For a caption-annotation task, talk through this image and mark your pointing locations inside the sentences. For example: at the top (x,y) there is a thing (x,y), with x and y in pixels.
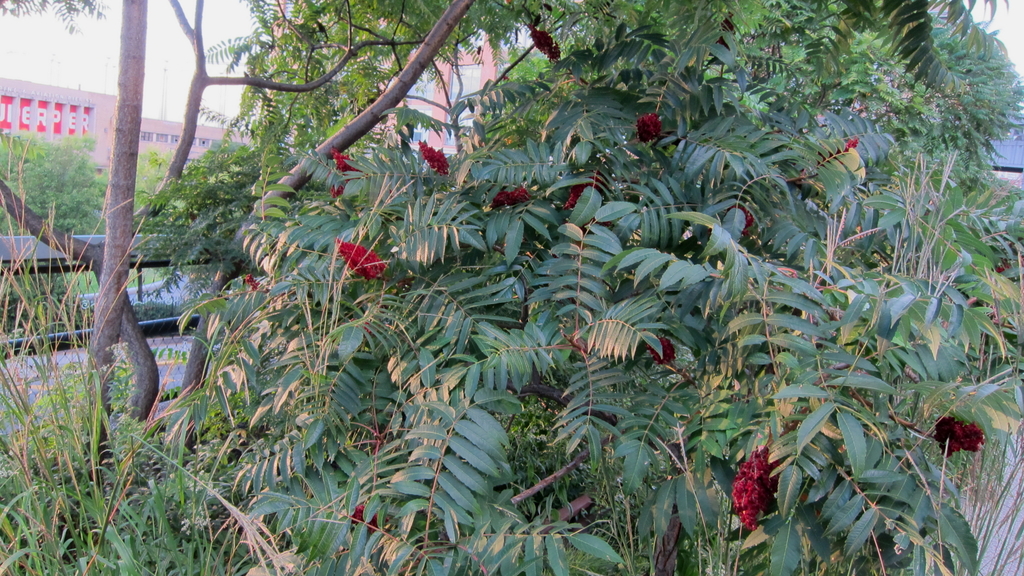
In this picture we can see there is a tree (402,286) with flowers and behind the tree (372,361) there are rods (163,329), building (158,125) and a sky (24,21).
